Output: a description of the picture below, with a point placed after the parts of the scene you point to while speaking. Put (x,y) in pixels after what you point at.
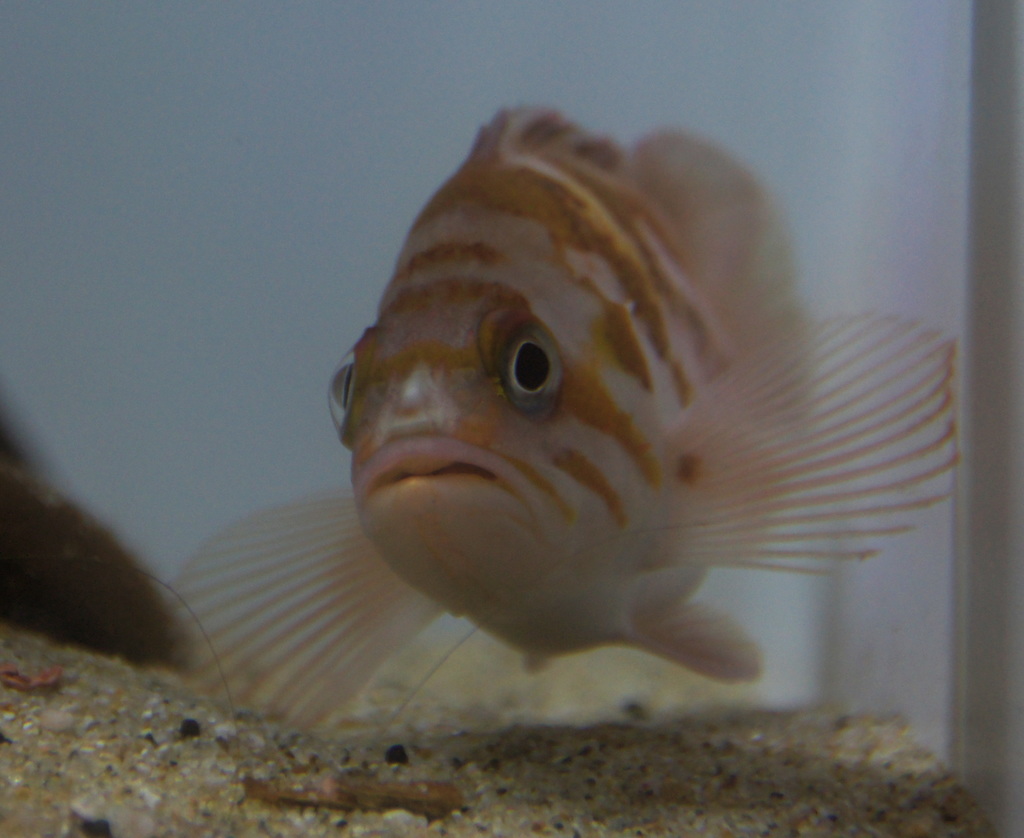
In this image I can see a fish (498,458) in the water (273,339) and some sand (512,734). It looks as if the image is taken in a house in the aquarium (390,63).
